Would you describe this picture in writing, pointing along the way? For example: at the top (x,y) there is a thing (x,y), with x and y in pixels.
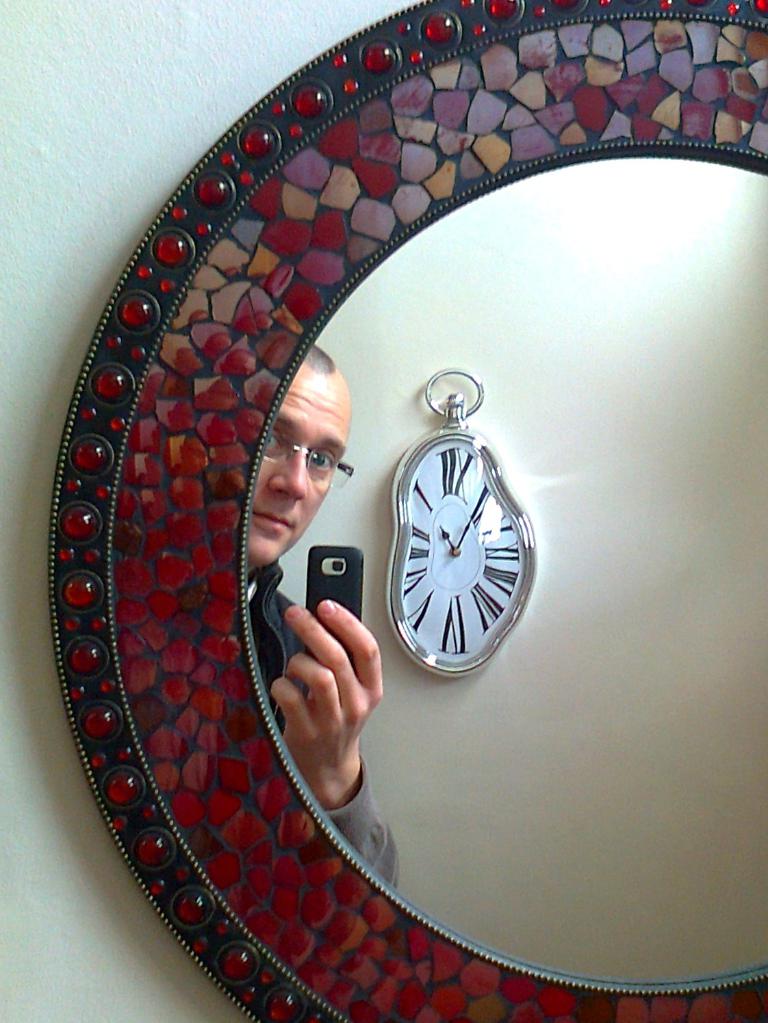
In this picture I can see a mirror (513,430) on the wall (146,41) and I can see reflection (415,542) of a wall clock (471,571) and a man (306,631) holding a mobile (352,556) in his hand (317,637) in the mirror (330,555).
